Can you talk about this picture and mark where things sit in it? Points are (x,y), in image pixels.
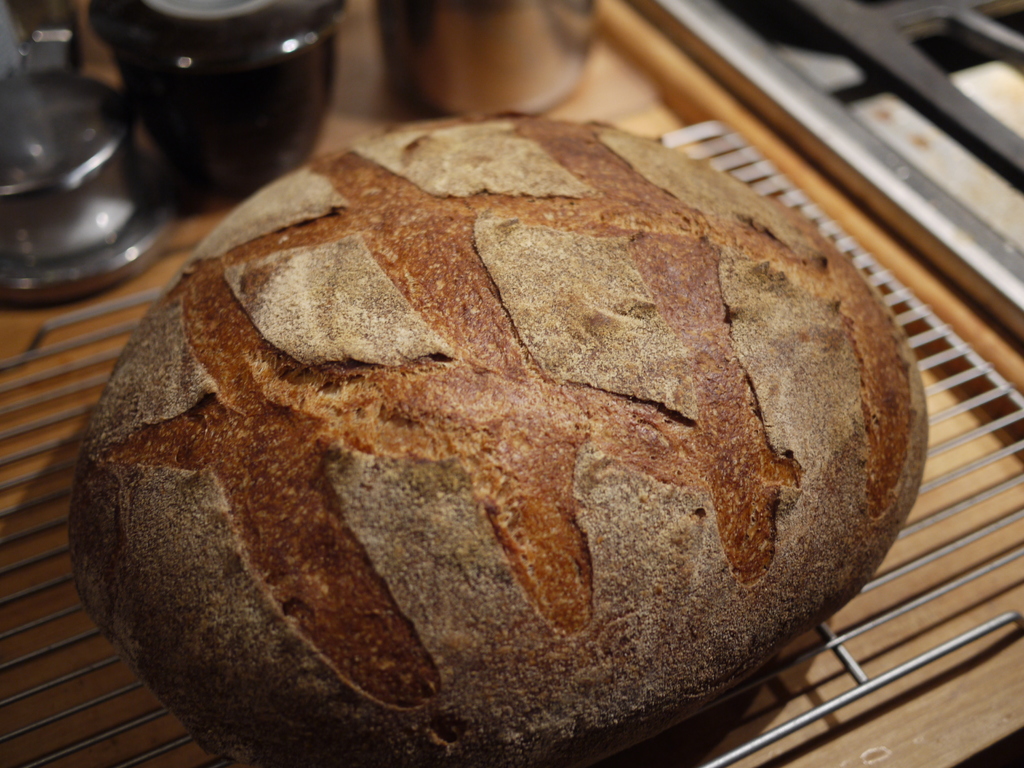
In this picture we can see a food item (330,355) on grills (931,523) and some objects (241,71) on a platform (16,327).
